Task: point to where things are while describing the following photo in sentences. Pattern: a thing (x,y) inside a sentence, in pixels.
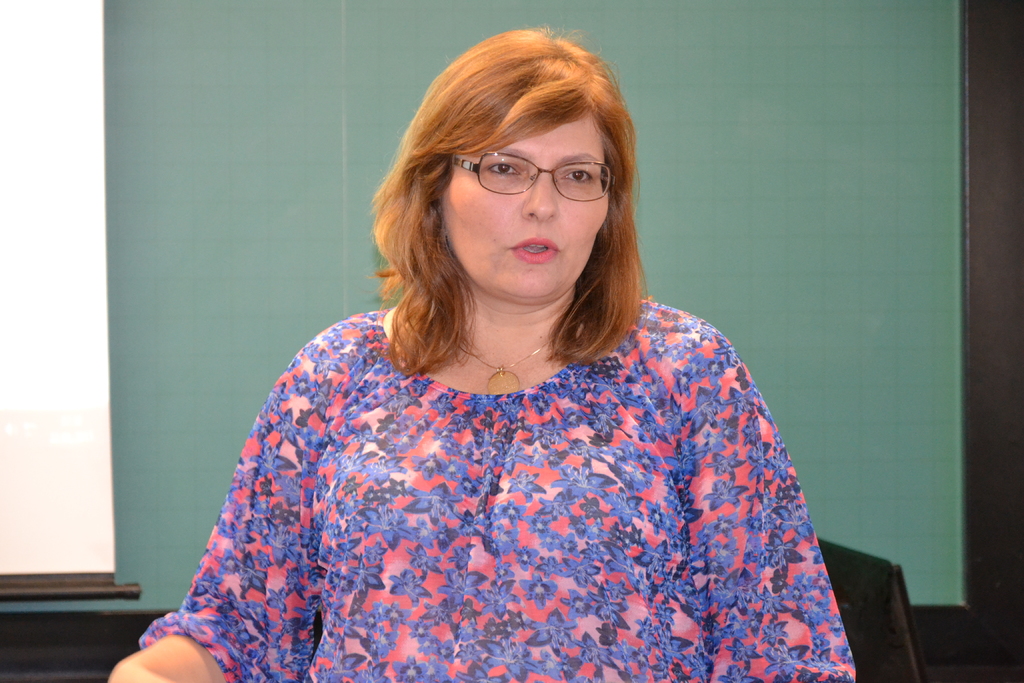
In this picture we can see a woman (580,368), she is wearing spectacles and in the background (206,294) we can see a board (224,295).
